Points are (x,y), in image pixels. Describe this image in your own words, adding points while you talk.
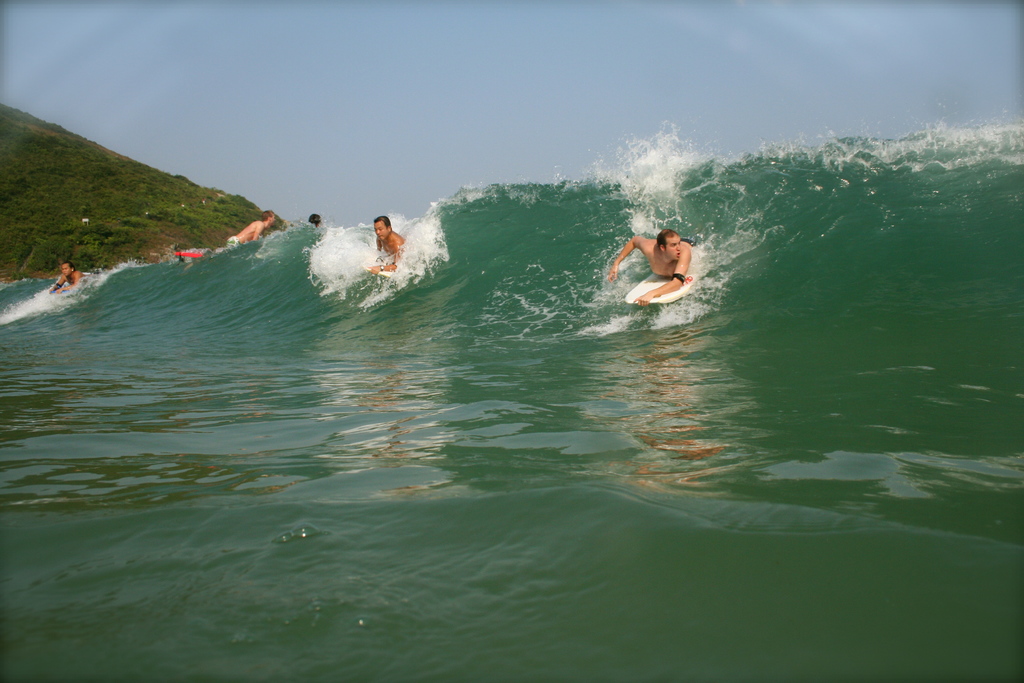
In this picture we can see few people (58,285) lying on the surfboards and the surfboards (644,285) are on the water (334,276). On the left side of the image (180,240) there is a hill (161,243). Behind the hill (216,197) there is the sky (295,82).
